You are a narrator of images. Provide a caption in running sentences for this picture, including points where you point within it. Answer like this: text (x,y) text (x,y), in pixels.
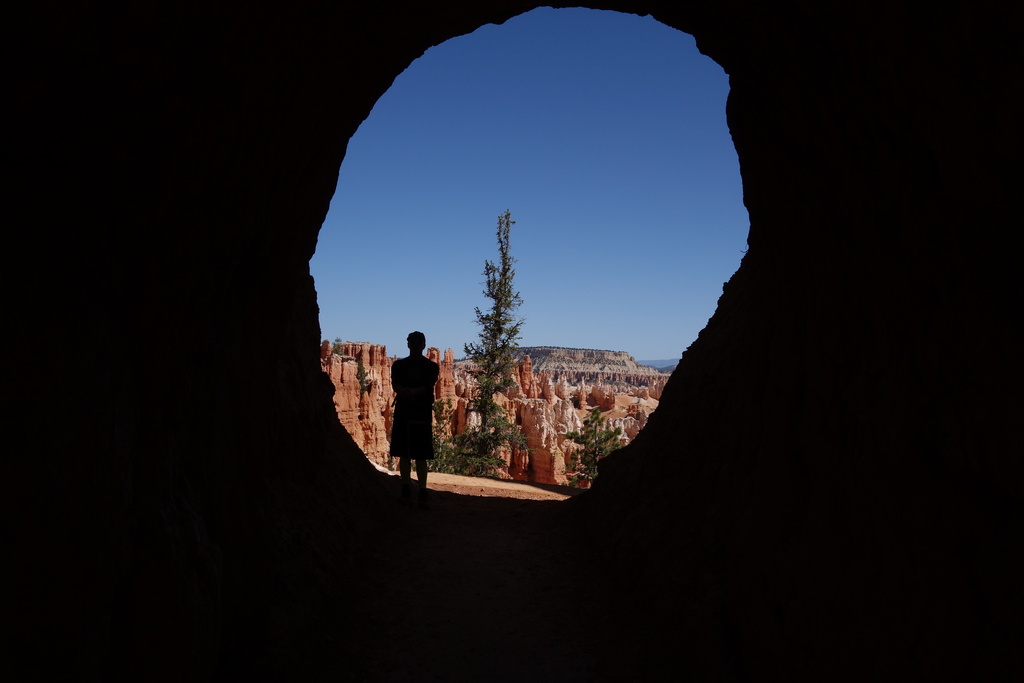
In this image there is a hole (547,423). Through the hole (425,393) we can see a person (413,384), trees (500,333), plants (600,452) and rocks (558,385). In the background (594,143) we can see the sky (559,174).
